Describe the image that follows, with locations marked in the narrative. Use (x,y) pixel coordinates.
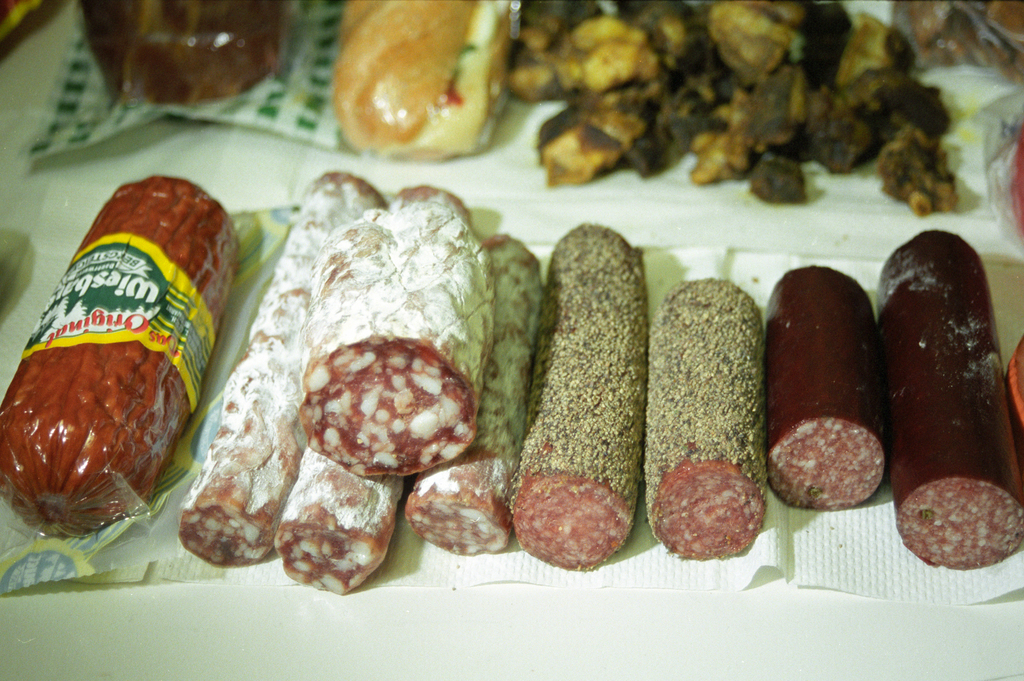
At the bottom of the image (395,622) there is a table (846,636) with many food items (476,377) and a few tissue papers (431,578) on it.
